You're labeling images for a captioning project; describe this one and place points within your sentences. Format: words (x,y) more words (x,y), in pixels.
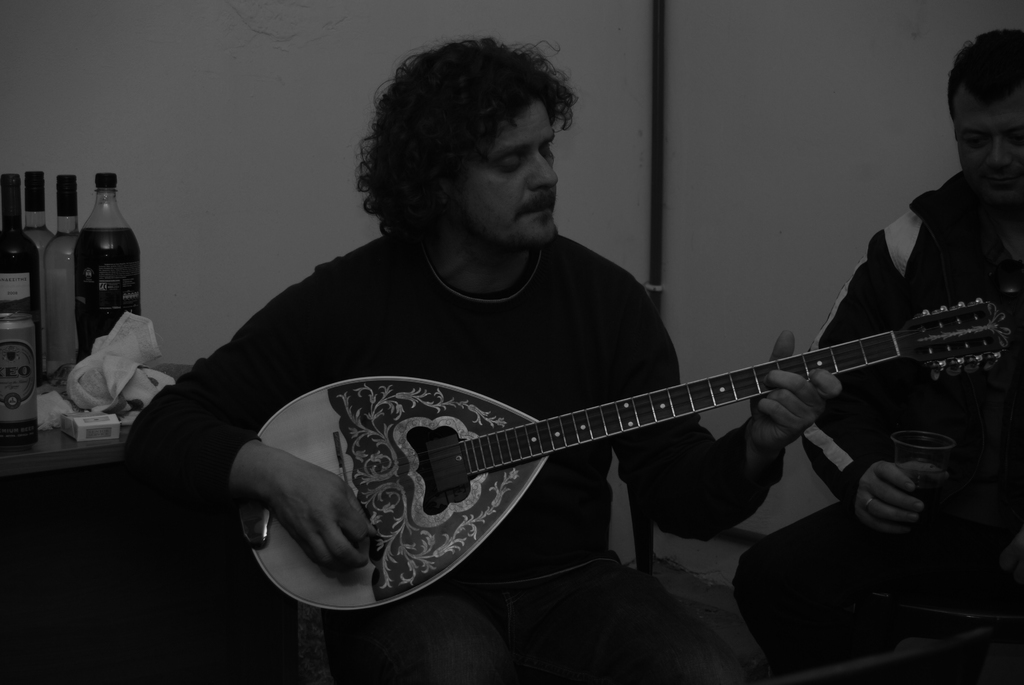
As we can see in the image there is a white color wall (214,179), man (472,287) holding guitar (365,487) and a table (54,514). On table (152,387) there are bottles (79,278).
